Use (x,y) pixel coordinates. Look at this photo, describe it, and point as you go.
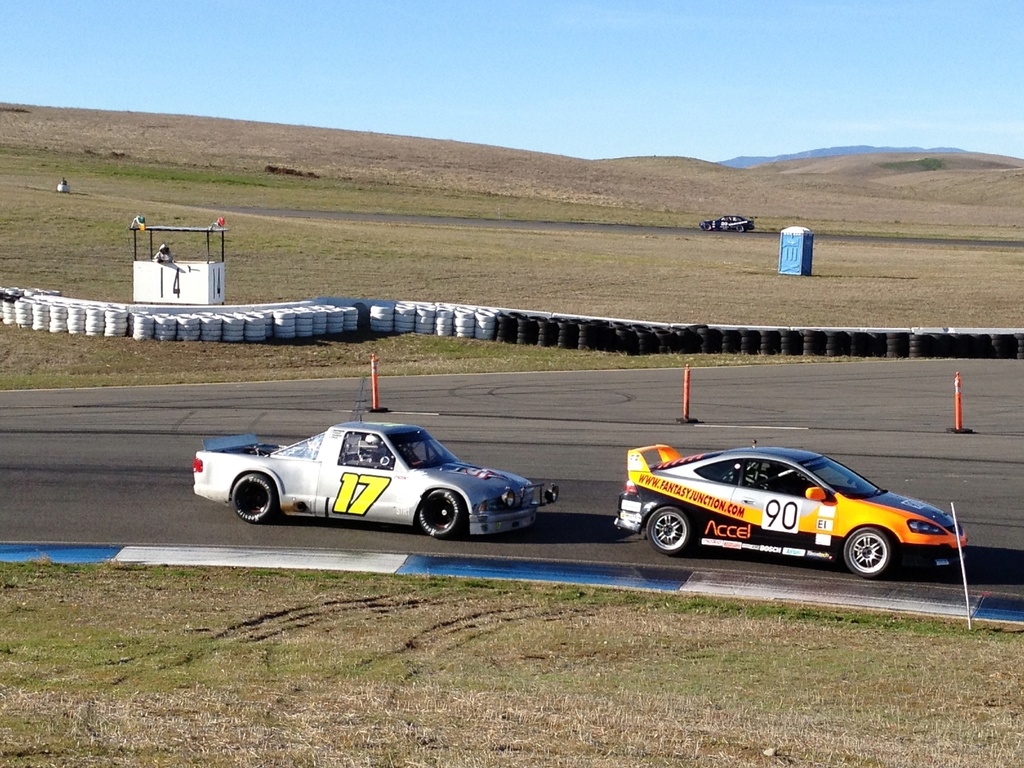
There are sports cars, small poles (375,381) and grassland (534,585) in the foreground area of the image (572,482), there are Tyres (456,335), a person (158,260) under a shed (207,249), other objects (796,239), mountains (764,211) and the sky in the background (540,167).
